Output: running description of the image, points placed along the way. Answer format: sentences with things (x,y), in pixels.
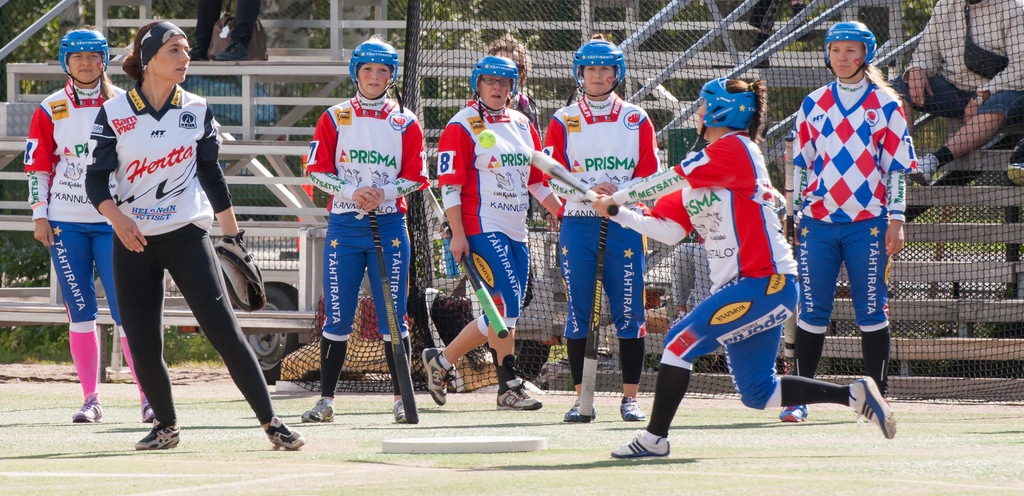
This image consists of women (205,203) playing baseball. Most are wearing blue color helmets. At the bottom (344,468), there is grass (565,461). In the background (754,26), there is a fencing (750,38) along with steps (552,27).
